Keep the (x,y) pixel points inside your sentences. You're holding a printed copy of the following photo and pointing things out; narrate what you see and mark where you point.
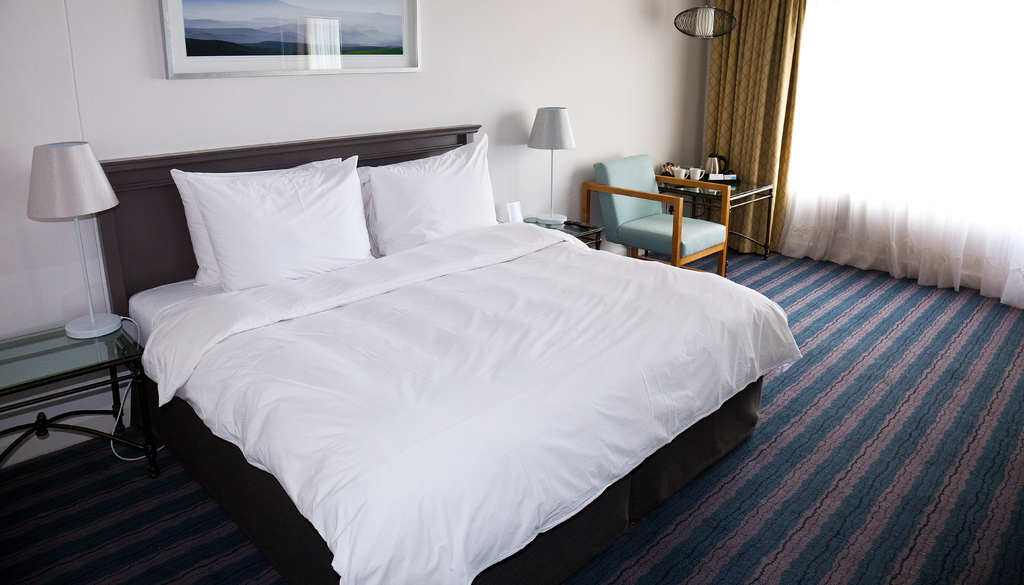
In the center (496,284) we can see the bed (546,361), on bed (417,472) one bed sheet (432,346), pillows (335,235). And side of bed (117,247) we can see two lamps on table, one chair (696,241). And back we can see wall (408,88), frame (402,56) and curtains (773,90). And table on table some objects (718,181).
